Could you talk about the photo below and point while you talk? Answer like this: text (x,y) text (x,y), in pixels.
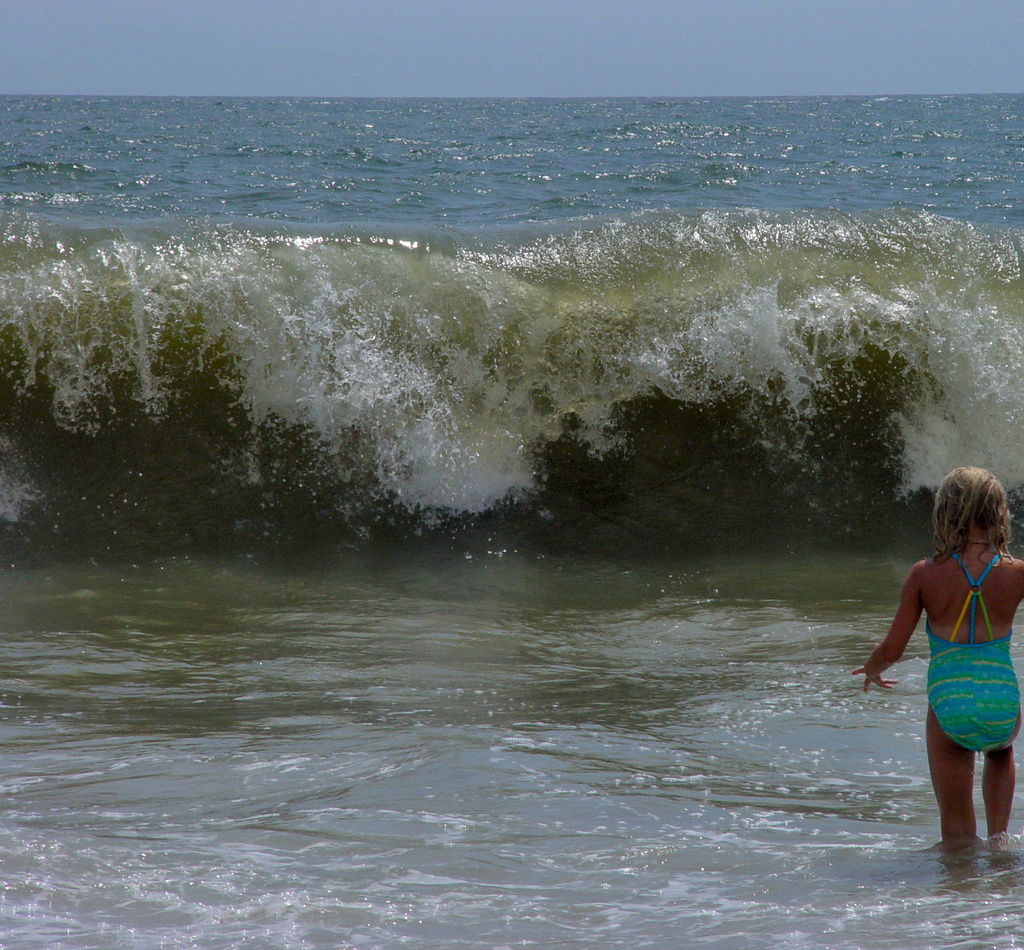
In this image there is a girl (968,744) standing in the water (537,622). In the background of the image (524,61) there is sky (592,45).
